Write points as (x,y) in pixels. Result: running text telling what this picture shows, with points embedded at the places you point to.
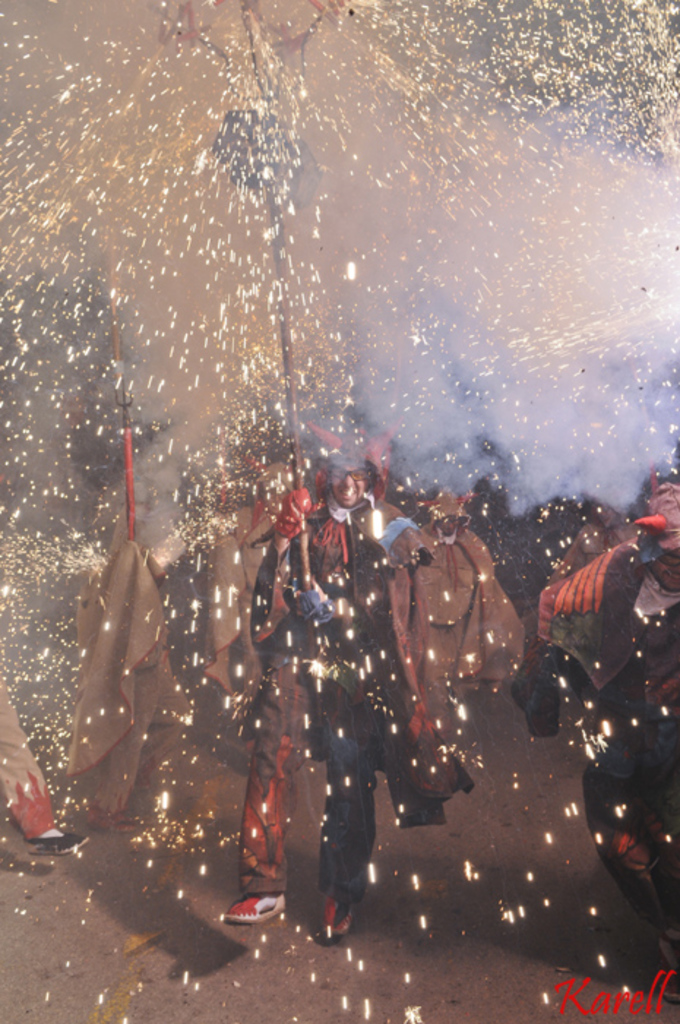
In this image, we can see some people (465,668), we can see some sparks (441,159).
